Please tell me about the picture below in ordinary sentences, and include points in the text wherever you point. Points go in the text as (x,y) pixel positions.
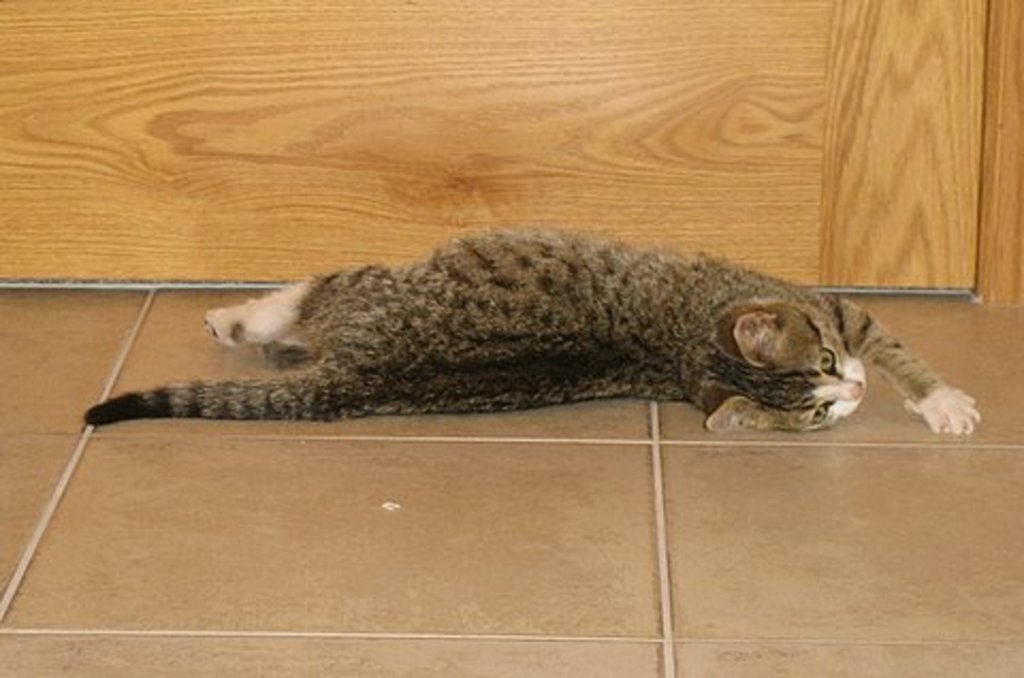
In this image there is a cat (801,425) laying on the floor (776,450). In the background (570,165) there is a wooden wall (640,161).
